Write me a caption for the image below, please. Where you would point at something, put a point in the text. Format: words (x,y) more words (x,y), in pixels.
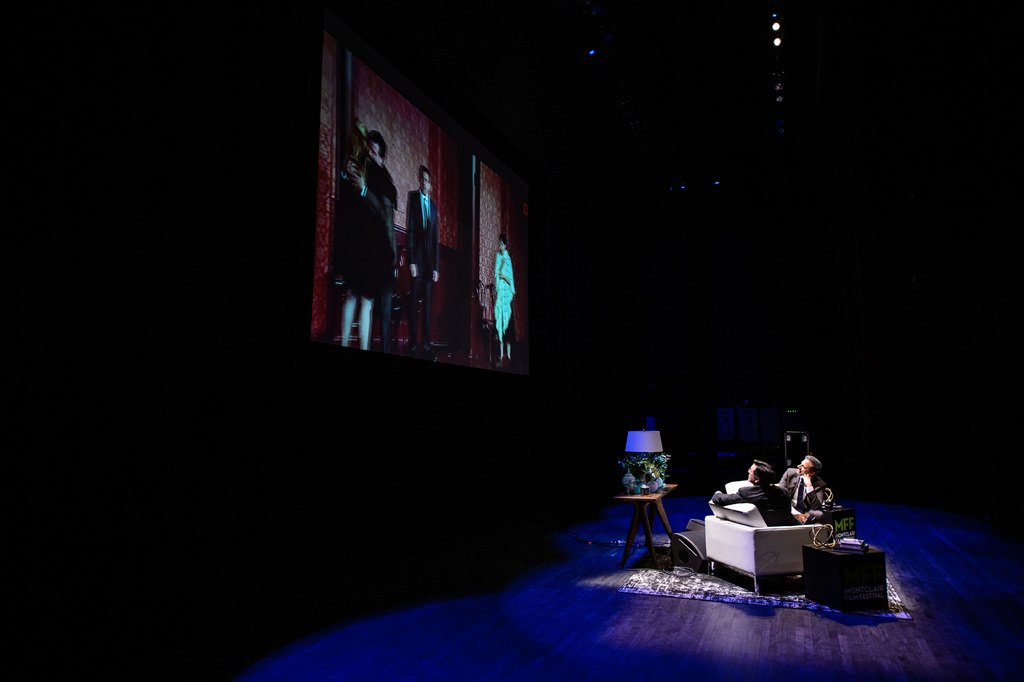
In the image there are two persons (780,510) sitting on chairs (791,558) on stage (796,605) with a screen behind them on the wall (368,368) and table (651,508) with lamp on it on the floor (581,622).
